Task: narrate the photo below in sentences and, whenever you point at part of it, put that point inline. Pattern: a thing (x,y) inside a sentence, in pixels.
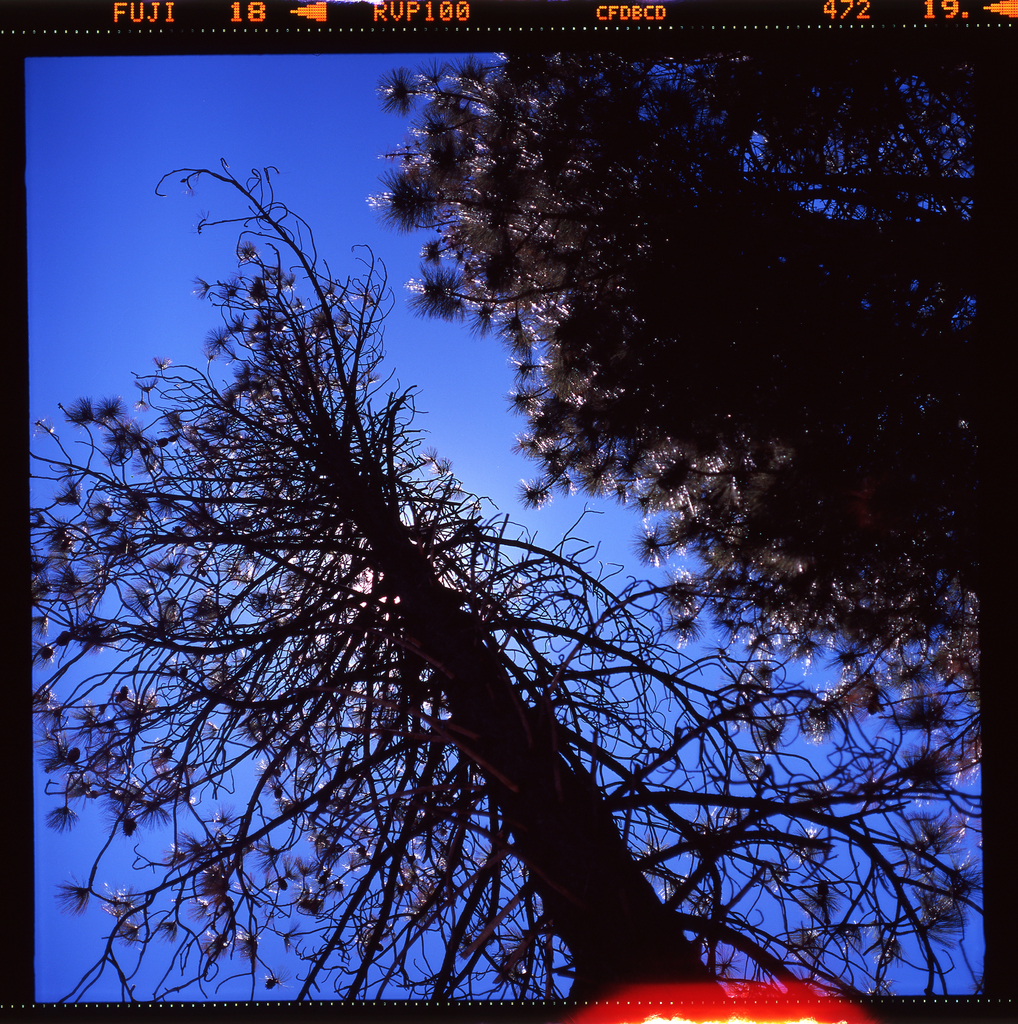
In this picture we can see trees (714,171) and in the background (126,133) we can see the sky (157,121).
